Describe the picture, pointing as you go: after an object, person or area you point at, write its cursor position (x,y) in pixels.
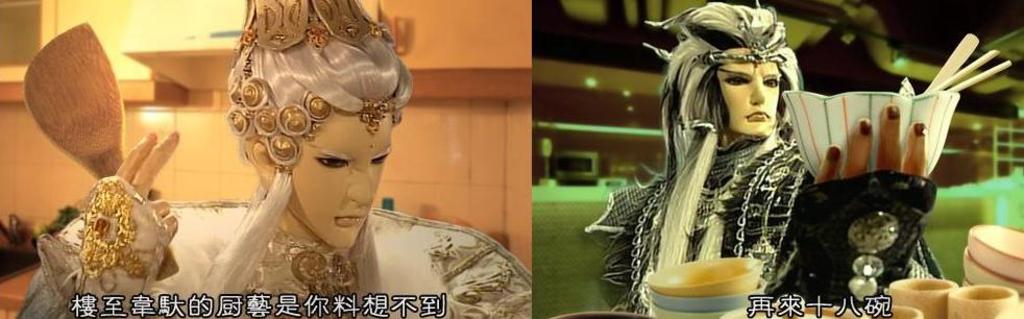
As we can see in the image there are two people (353,192). The person (353,192) on the left side (216,239) is wearing white color dress (343,260) and on the left side (206,178) there are tiles (203,147). On the right side (890,198) there is a table (776,301) and a person (748,175) wearing black color dress (644,256). On table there are plates (743,290) and bowls (669,290).
